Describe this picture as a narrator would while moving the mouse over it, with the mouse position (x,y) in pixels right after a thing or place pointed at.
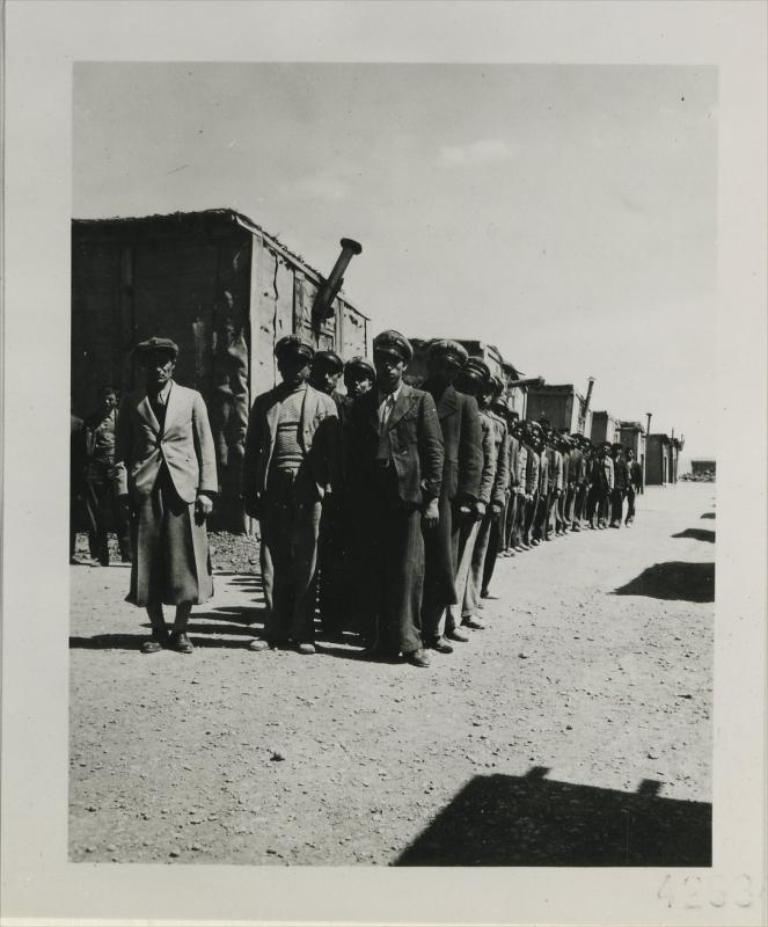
It looks like a black and white picture. We can see a group of people (261,561) standing on the path (646,548) and behind the people (333,389) there are containers (177,306) and a sky (357,169).
